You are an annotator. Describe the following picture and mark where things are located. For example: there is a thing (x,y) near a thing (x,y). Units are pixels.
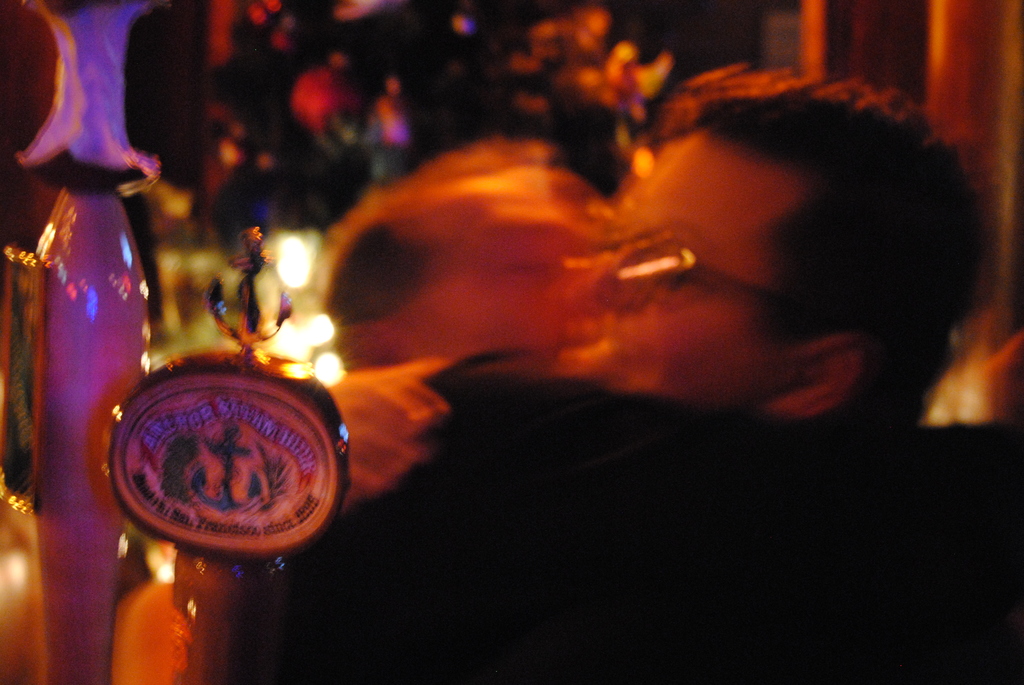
In this image I can see few thing (90,399) in the front (314,503) and on one thing (176,364) I can see something is written. On the right side of this image (896,231) I can see few people (748,669) and I can see this image is little bit blurry.
